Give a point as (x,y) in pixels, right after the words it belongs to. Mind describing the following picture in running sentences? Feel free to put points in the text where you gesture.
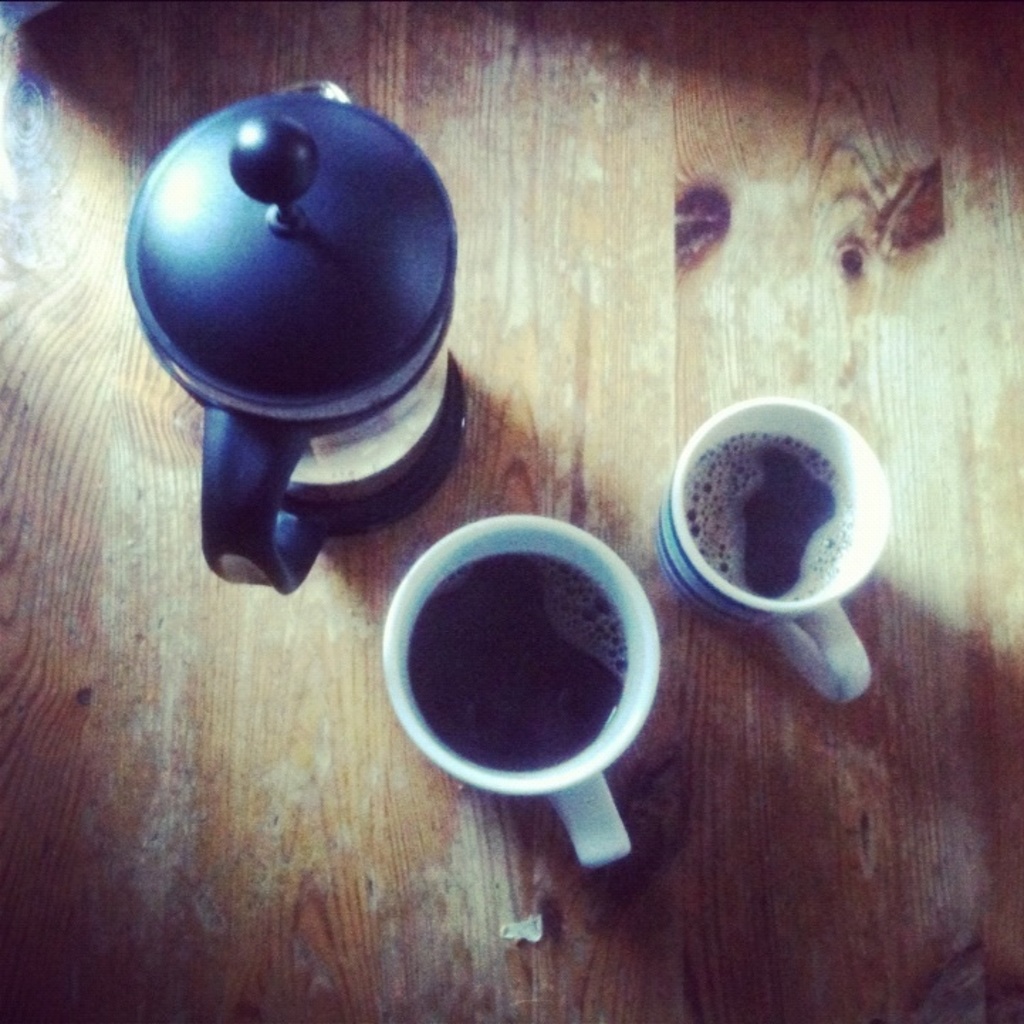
In this image I can see in the middle (589,680) there are two tea cups (775,438) with liquid (760,583) in it. At the top (154,338) there is the water jug (370,310) on a wooden thing (110,798).
